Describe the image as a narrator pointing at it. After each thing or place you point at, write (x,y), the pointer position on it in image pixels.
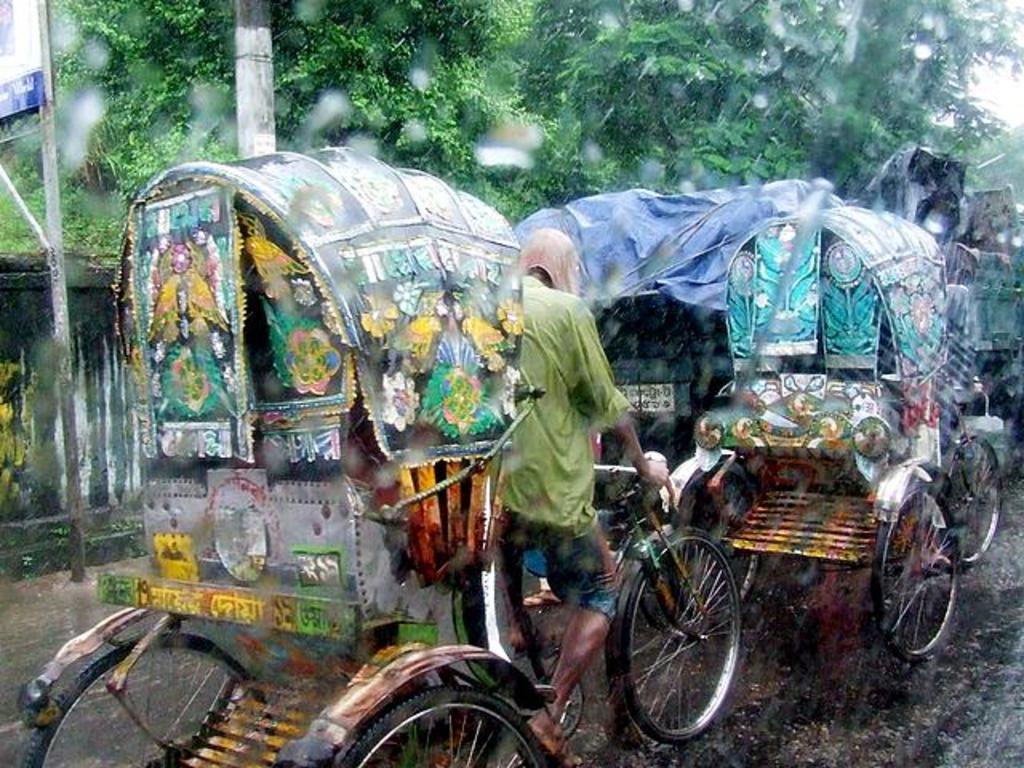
In this image there are rickshaws (711,473) on a road (604,744), in the background (673,106) there are trees (645,105) and it is raining.
